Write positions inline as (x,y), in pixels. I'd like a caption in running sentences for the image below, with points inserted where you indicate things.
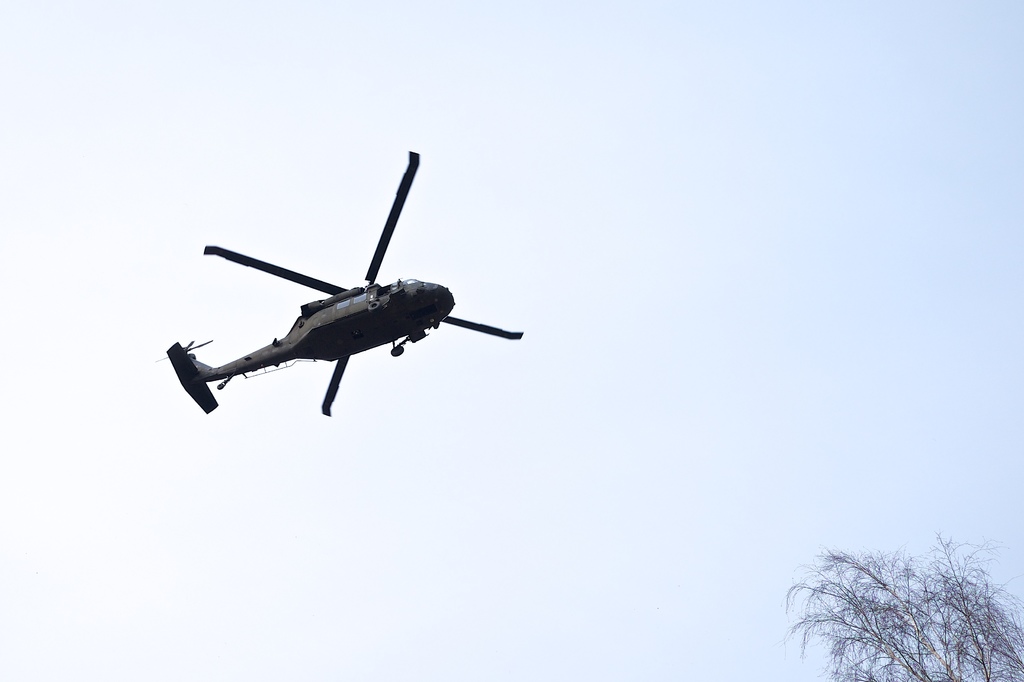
There is a helicopter (241,357) flying in the sky (108,312). In the right bottom corner (952,601), there is a tree (900,676). In the background (815,98), there is sky (719,474).
